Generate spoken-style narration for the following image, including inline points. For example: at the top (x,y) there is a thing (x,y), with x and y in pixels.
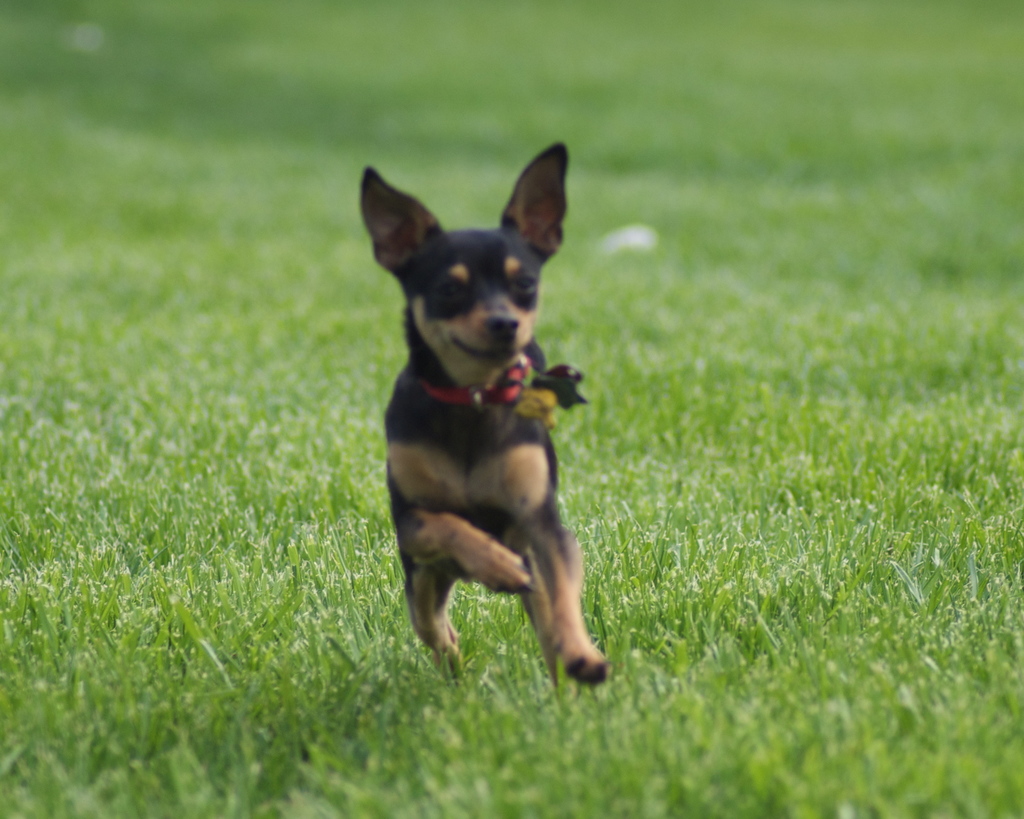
In the image there is a dog (447,329) running on the grass (667,395).
